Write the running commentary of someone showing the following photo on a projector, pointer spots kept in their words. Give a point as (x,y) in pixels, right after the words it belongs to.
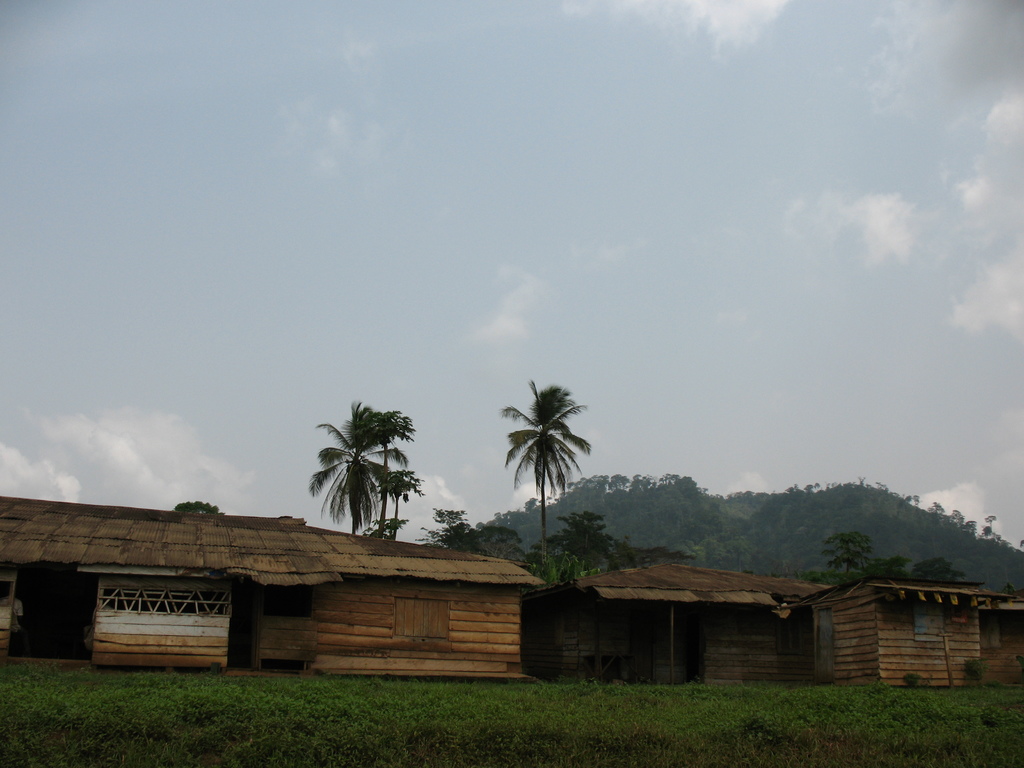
In this image I can see few plants (367,726) and few wooden houses (370,607). In the background (914,533) I can see few trees (405,500), a mountain (719,537) and the sky (394,218).
